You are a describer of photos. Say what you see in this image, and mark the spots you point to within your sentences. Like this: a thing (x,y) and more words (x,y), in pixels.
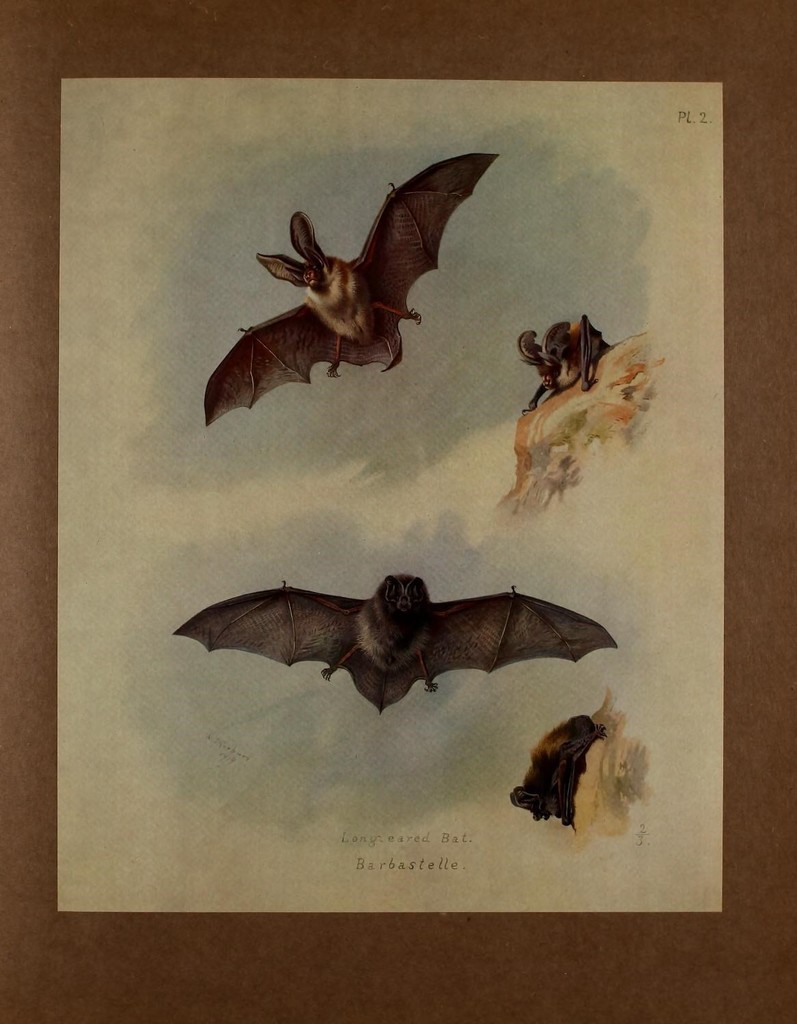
In this image we can see a paper (422,812) on the brown board (698,65). On this paper (588,621) we can see pictures (386,579) of bats (588,621).
